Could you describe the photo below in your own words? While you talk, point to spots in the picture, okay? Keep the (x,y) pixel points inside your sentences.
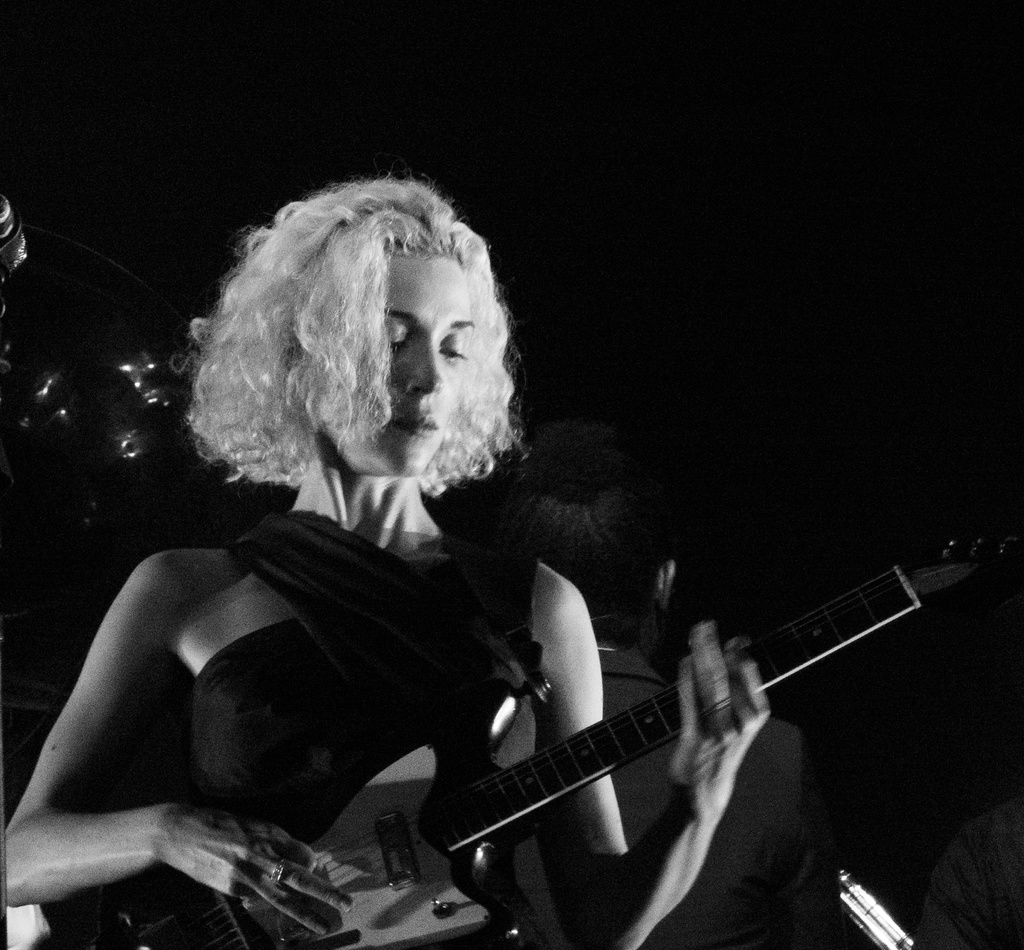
It is a black and white picture of a woman (267,721) holding a guitar (817,622). In the background (813,797) there are some persons (808,846).
